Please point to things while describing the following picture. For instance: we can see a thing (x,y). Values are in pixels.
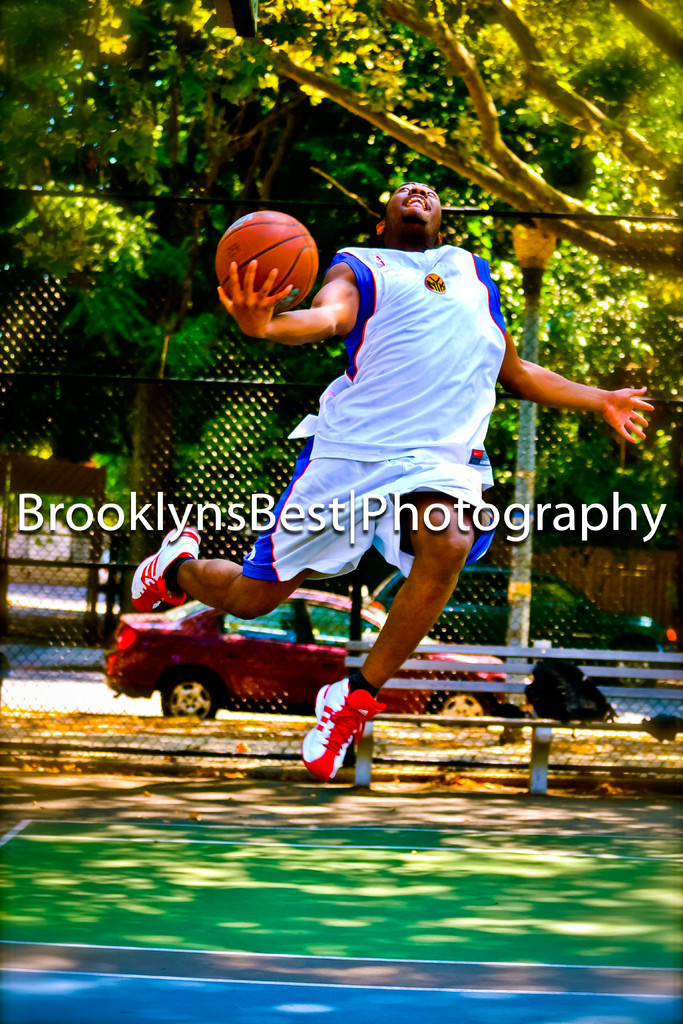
In this image there is a person (443,454) jumping and holding a ball (281,216), and at the background (374,160) there is a car (336,593), wire fence (193,468), trees (673,451), bench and a watermark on the image.
